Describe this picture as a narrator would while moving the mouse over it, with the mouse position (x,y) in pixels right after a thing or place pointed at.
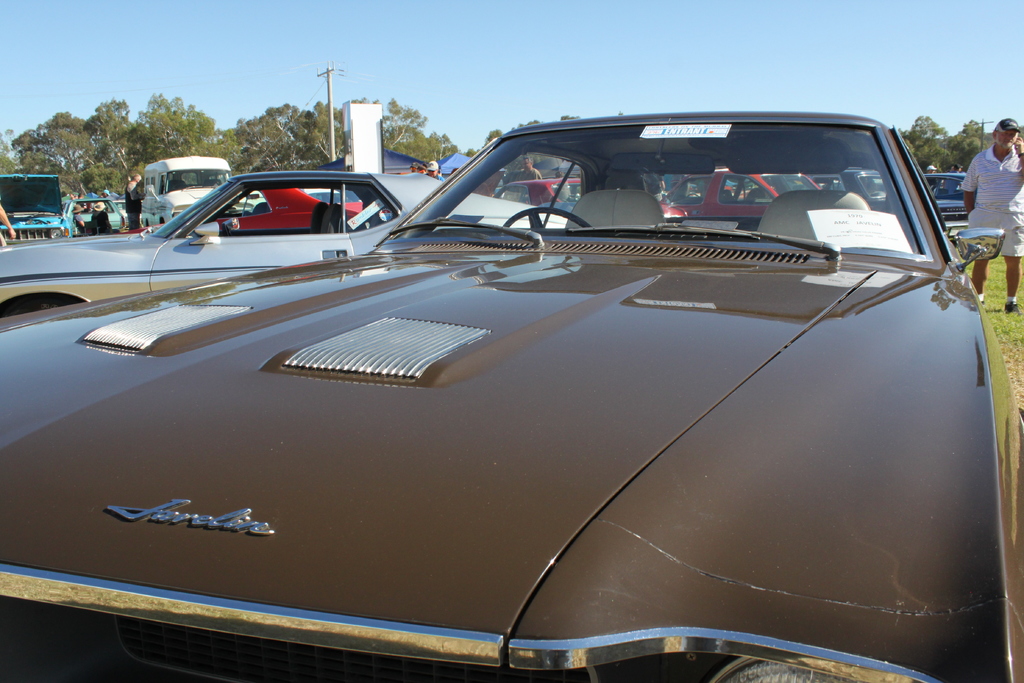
In the foreground of this image (566,432), there is a brown color car (563,416). On the right (999,226), there is a man (999,226) standing. In the background (211,200), there are vehicles (250,229), poles (331,152), trees (314,148) and the sky (971,116).
